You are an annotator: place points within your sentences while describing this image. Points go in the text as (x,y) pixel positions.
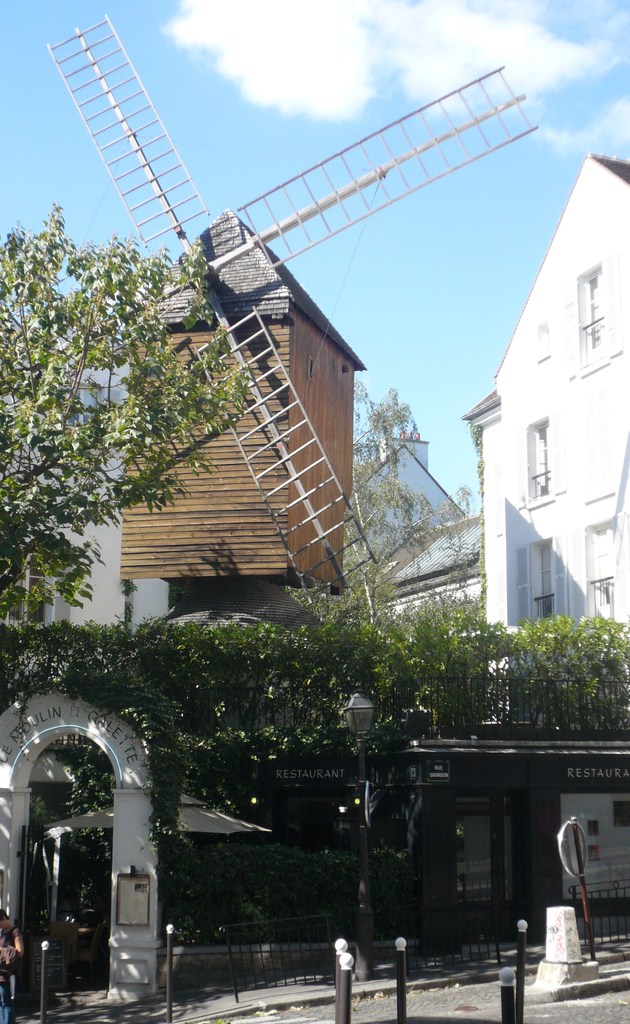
In this picture we can see a windmill (264,287), few buildings (538,470), trees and metal rods (344,970), and also we can find fence (458,955).
